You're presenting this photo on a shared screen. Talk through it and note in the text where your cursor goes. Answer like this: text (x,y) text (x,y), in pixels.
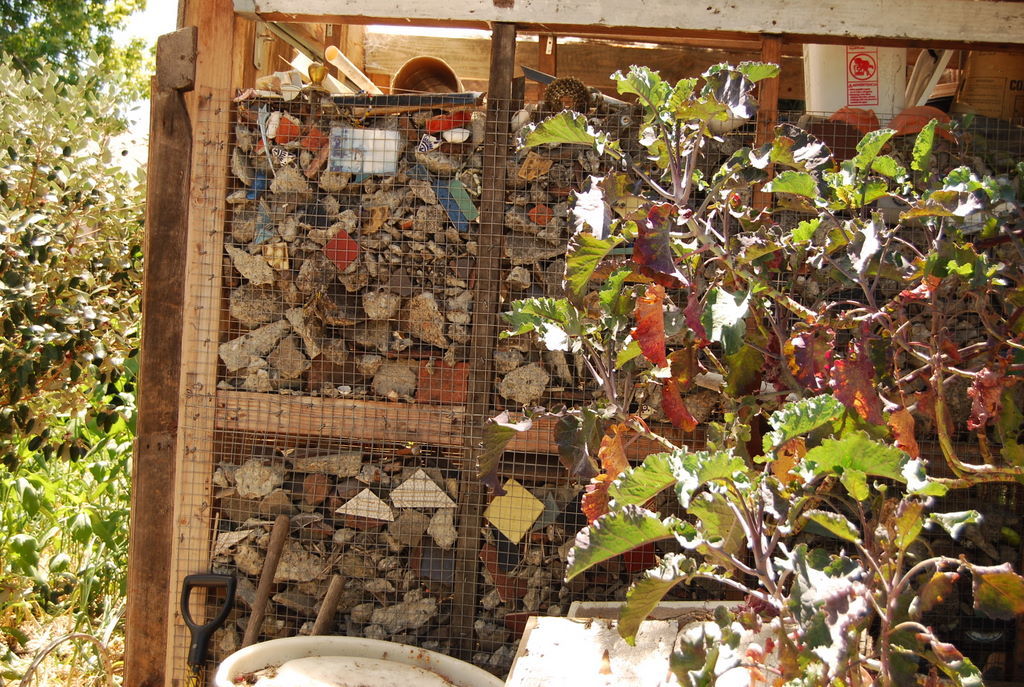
In this image we can see there is a box (468,81) with stones (413,316) and paper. And there are trees (681,645) and box (639,651).
